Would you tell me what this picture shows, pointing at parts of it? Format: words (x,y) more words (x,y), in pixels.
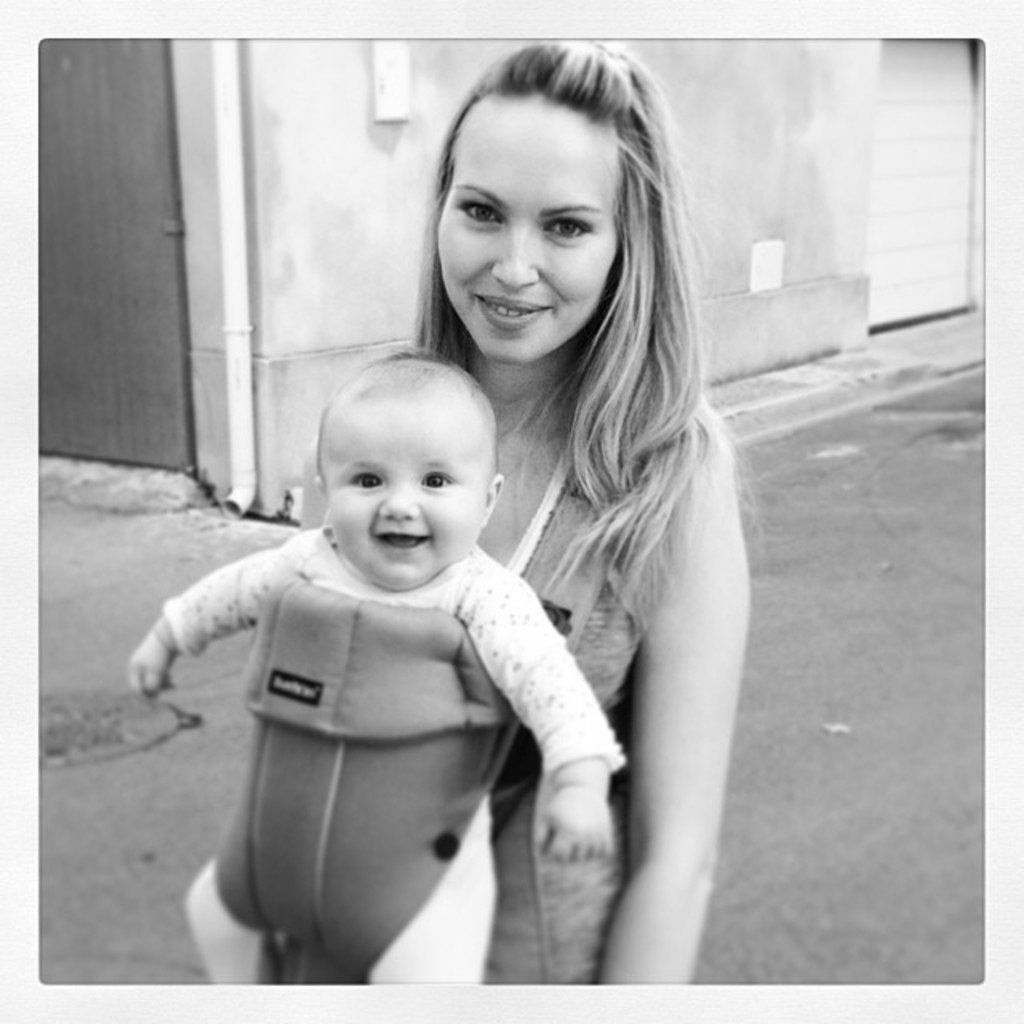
In this image we can see one building (307,278), one pole (240,261), two objects (376,103) attached to the wall (790,170), two doors (91,191), one woman (543,355) standing on the road (870,444) and carrying a baby (363,716).
